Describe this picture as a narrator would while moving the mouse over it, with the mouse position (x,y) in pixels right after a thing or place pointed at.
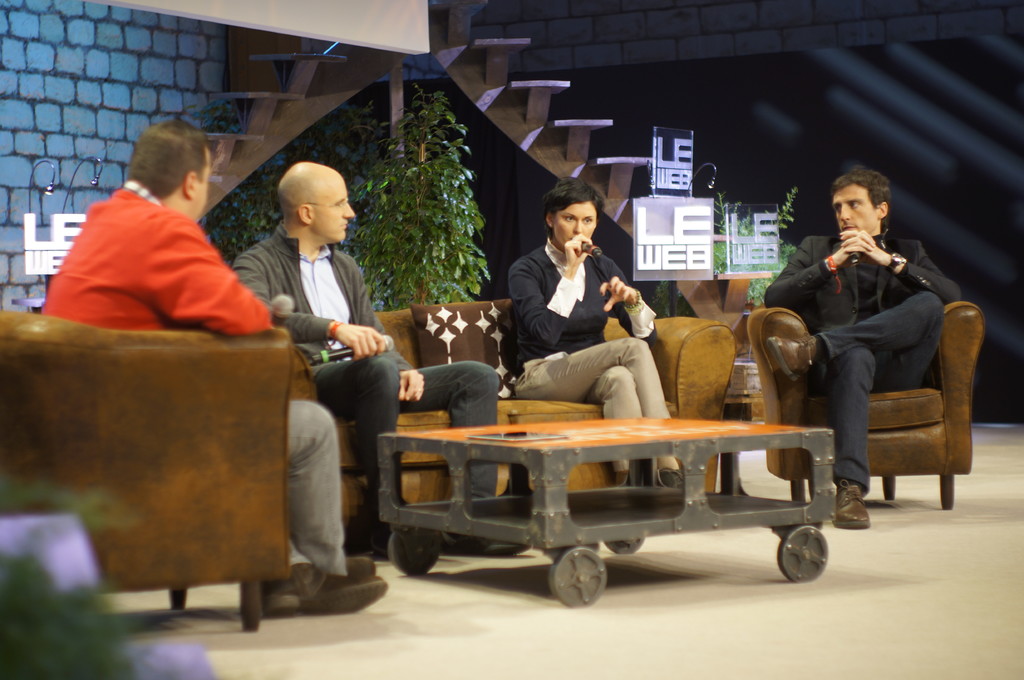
In this picture we can see four persons (477,404) are sitting on the sofa (608,463). This is table (609,489). There is a plant (453,151) and this is floor (959,595). On the background (131,128) there is a wall (55,85).
